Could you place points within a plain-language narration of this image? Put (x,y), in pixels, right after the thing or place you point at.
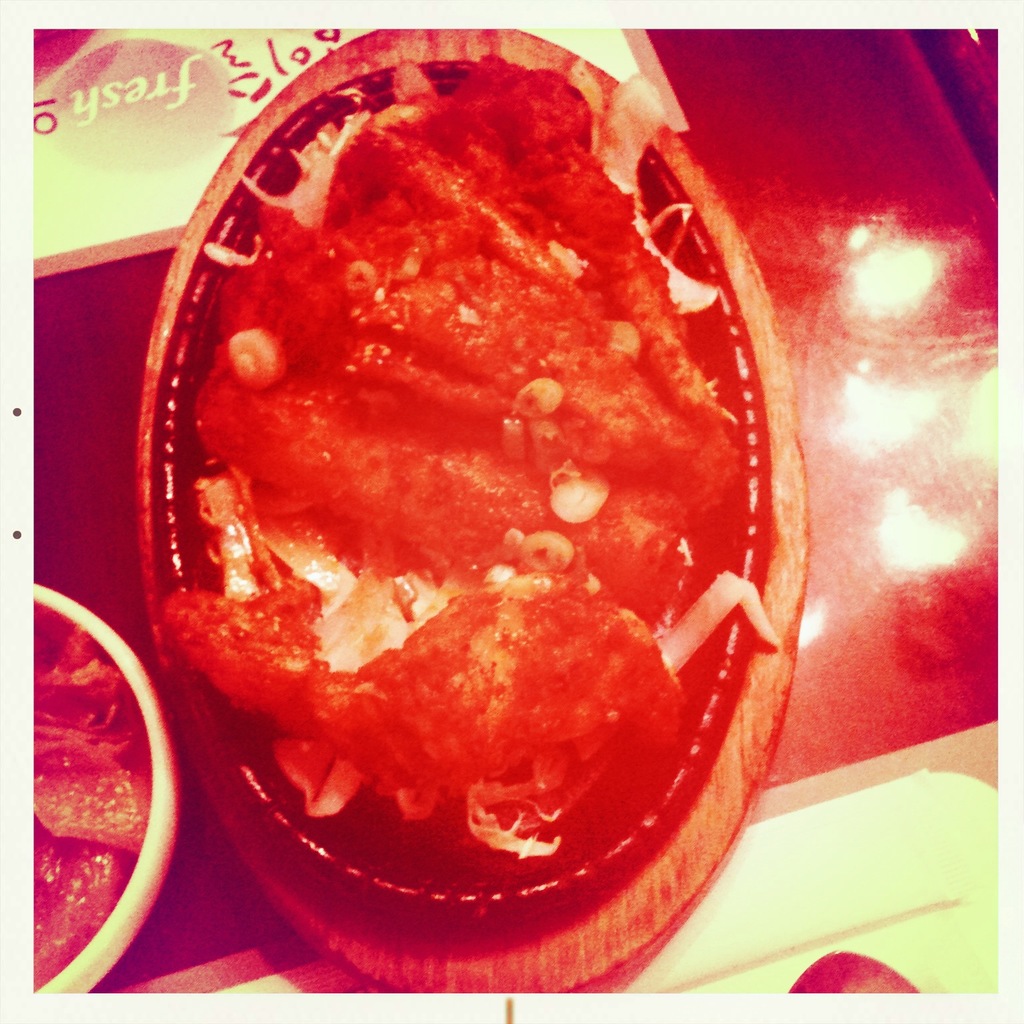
In this image we can see food (547,514) in plate (780,483) placed on the table (948,624).
